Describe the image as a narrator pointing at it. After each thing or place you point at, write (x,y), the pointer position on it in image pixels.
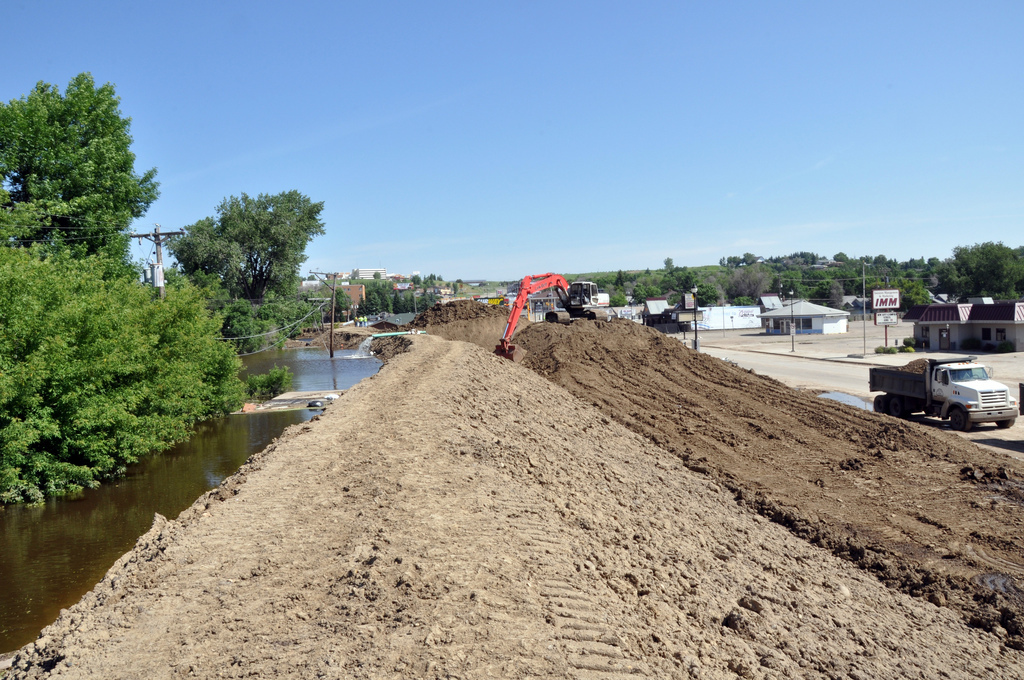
This is the outside view of city (30,403). There is a vehicle (993,409) on the road (936,419). We can observe small houses (830,317) on the right side of the picture (908,314). Even we can observe an excavator (561,292) here. And on the background (668,149) there is a sky (648,148), and even we can observe trees (926,292) on the right side of the picture (775,285). And there is water (117,514) and this is the pole (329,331).
